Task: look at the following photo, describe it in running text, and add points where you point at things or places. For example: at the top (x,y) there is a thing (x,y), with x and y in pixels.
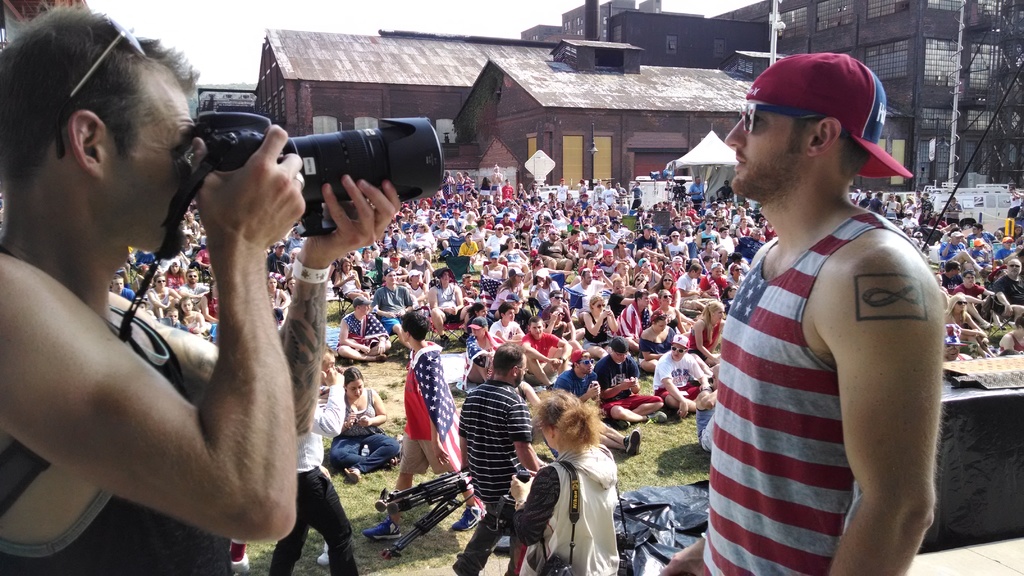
In this image, there is an outside view. There is a crowd (627,345) in the middle of the image (491,199) wearing clothes (321,403) and sitting on the ground (667,427). The person (267,425) who is on the left side of the image (114,358) holding a camera (249,144) with his hand (334,200). The person (788,298) who is on the right side of the image (822,298) standing and wearing clothes (776,292). There are sheds (516,110) at the top of the image (519,67). There are some buildings (868,19) in the top right of the image (895,40).
